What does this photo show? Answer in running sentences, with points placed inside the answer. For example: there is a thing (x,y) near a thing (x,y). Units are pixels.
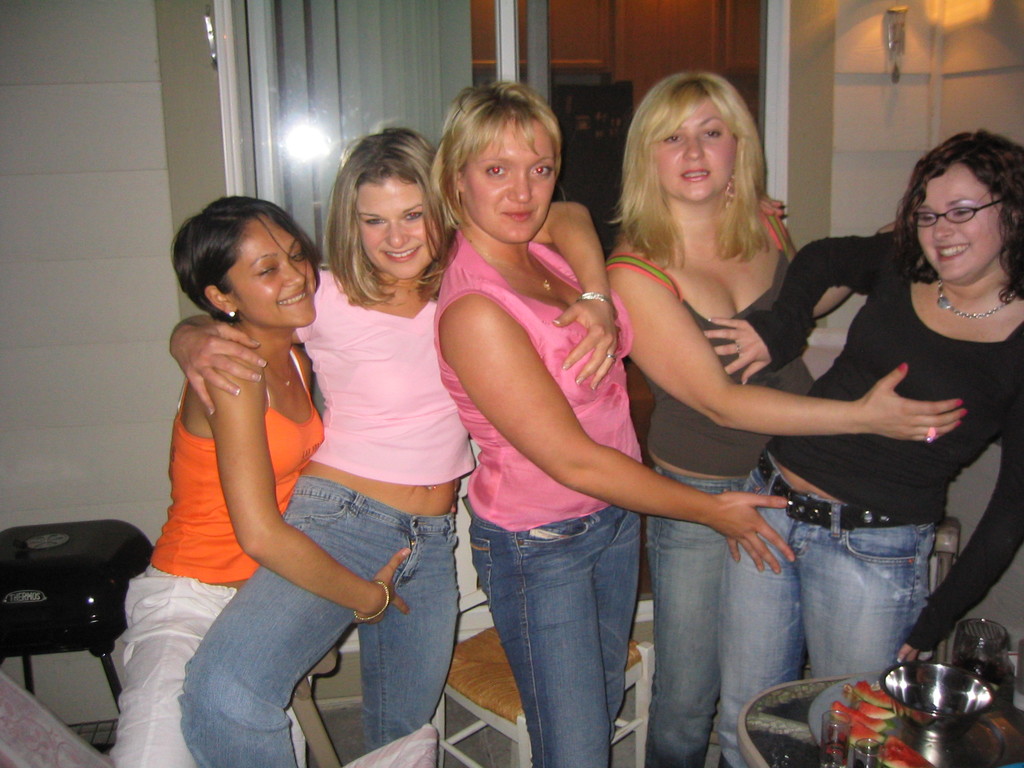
In this image, we can see some women (716,398) standing, there is a table (799,727) on the right side (770,727), we can see some utensils (949,677) on the table (764,727). In the background (409,6), we can see the wall (797,75) and a door (416,44).
